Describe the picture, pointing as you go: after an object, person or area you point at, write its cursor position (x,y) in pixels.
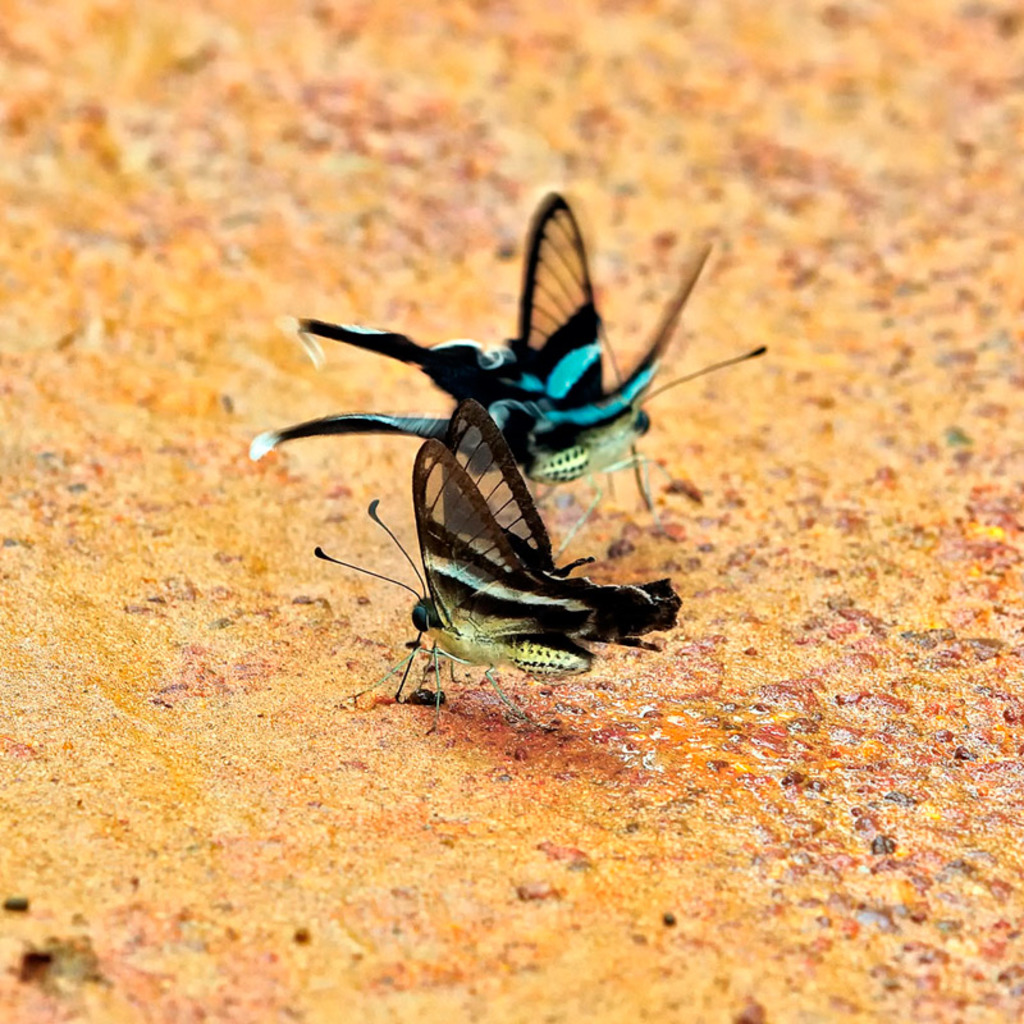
In this image, we can see some butterflies (585,656) on the ground (175,827).
